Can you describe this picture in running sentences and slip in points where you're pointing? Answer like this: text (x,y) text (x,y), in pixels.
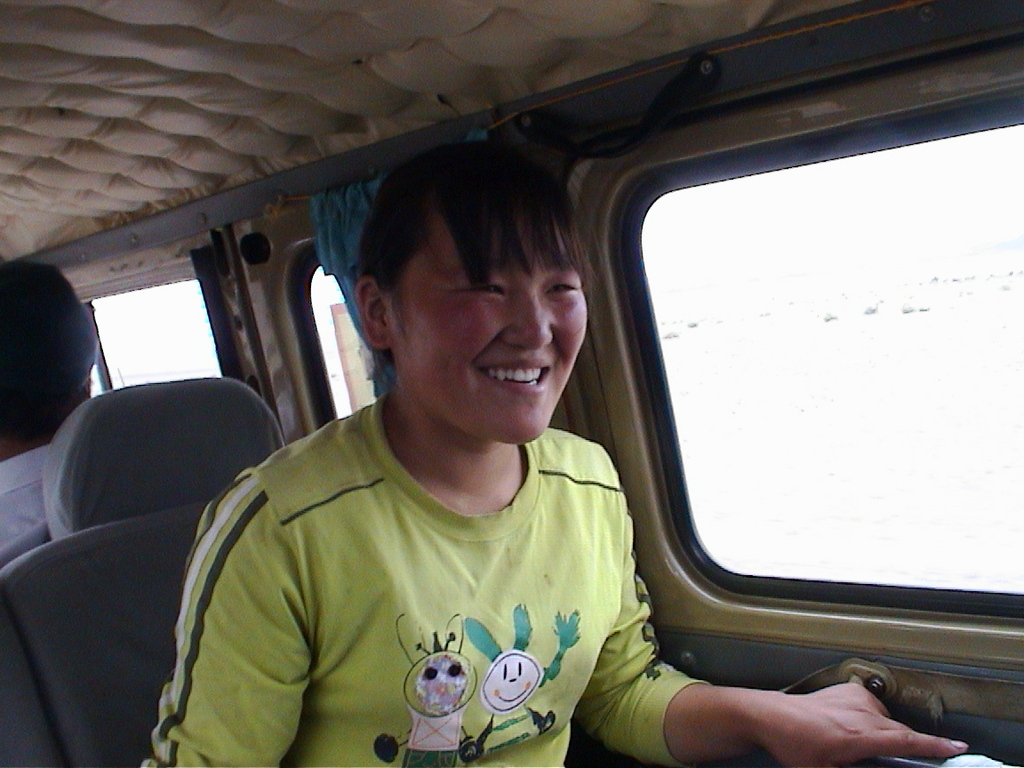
In this image there are people (297,580) sitting in a vehicle (247,340).
